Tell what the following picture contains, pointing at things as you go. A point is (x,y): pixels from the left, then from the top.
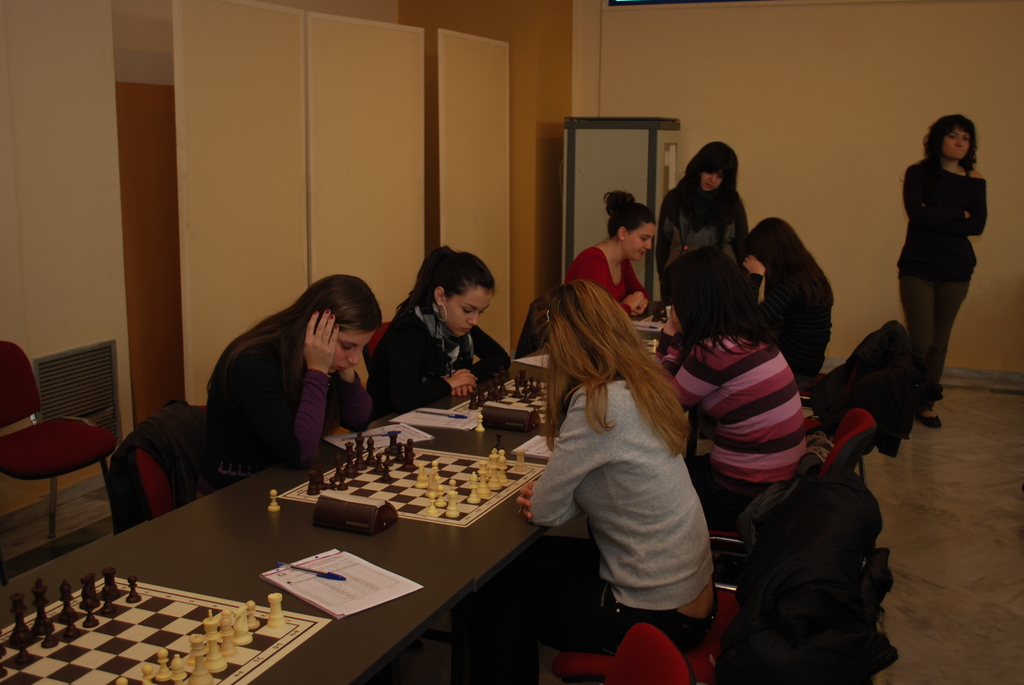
In this image we can see six women (684,309) sitting on chair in front of a table (518,439), they are playing a chess game (485,491), in the background (730,248) there are two women (729,219) standing one woman (720,203) is looking at game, on the left side (126,334) we can see a chair (78,439) and a wall (51,274), there is a paper (347,593) and pen (343,577) on the table (355,582).
